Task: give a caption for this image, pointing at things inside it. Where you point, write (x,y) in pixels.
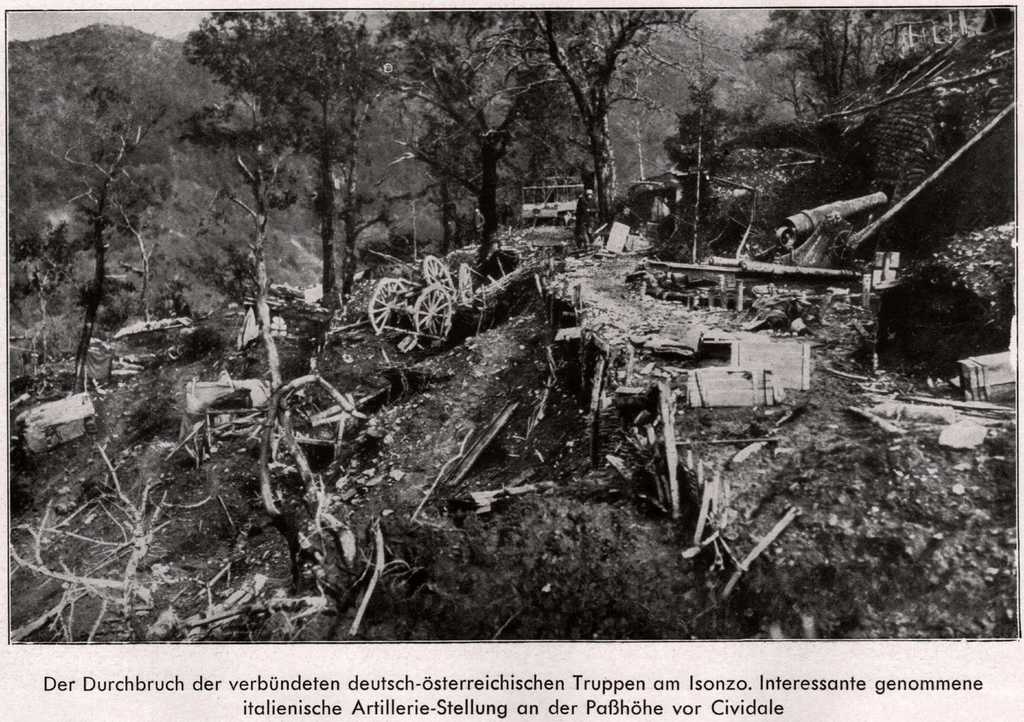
This is a black and white image. In this image I can see many wooden objects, vehicle (376,296), many trees (320,202) and the sky (46,32).
